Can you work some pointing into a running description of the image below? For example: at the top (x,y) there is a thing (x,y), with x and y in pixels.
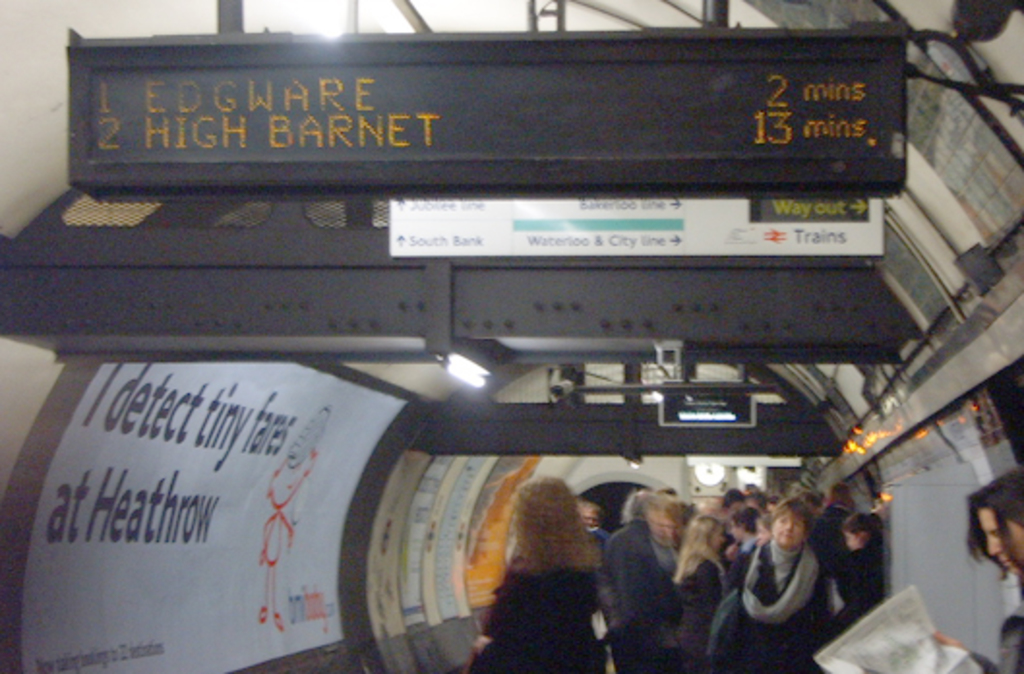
In this picture I can see there are some persons (636,589) standing here and on the right side (989,544) there is a person (984,513) standing here holding a newspaper (877,636) and there is a screen (483,117) here and there is something displayed on it and there is advertisement (184,494) pasted on the walls (185,627) of tunnel (854,419).
